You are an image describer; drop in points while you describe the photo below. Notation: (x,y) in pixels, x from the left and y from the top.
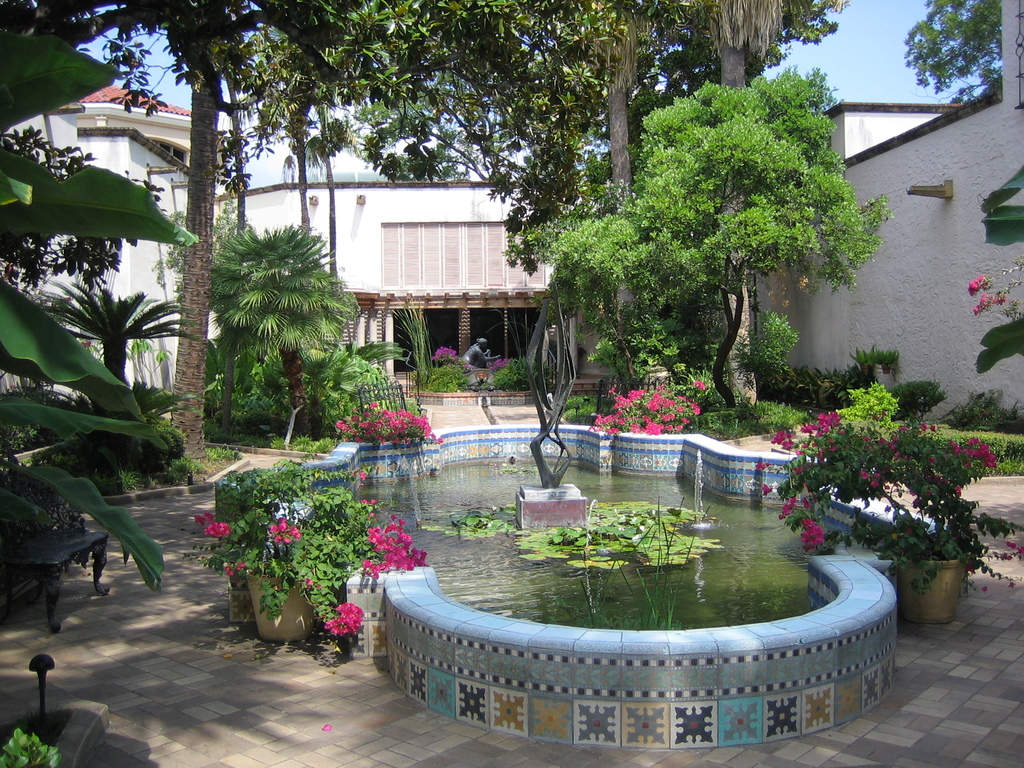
In this image I can see the ground (385,712), the water (682,581), few leaves (679,550) on the surface of the water (705,601), few trees (201,246) and few flowers (819,446) which are pink in color. In the background (852,17) I can see few buildings (414,258), a statue (480,343) and the sky (836,61).
